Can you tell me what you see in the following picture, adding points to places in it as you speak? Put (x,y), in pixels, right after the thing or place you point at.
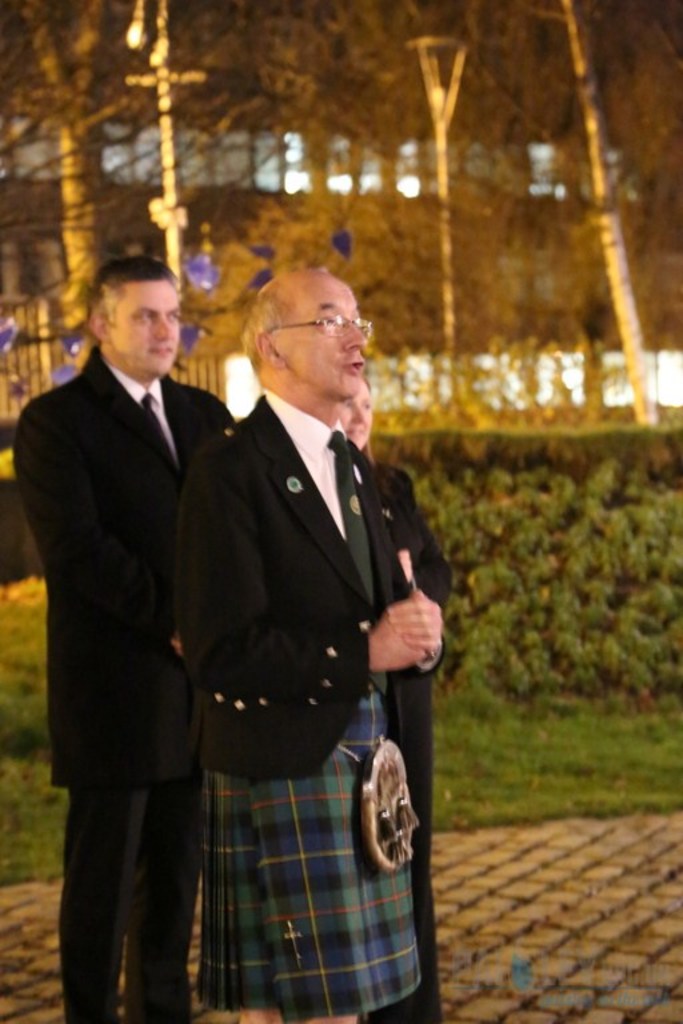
In this image there are three persons (103,426) standing, and in the background (457,742) there is grass (602,746), plants (535,493), trees (665,169), building (18,280).
